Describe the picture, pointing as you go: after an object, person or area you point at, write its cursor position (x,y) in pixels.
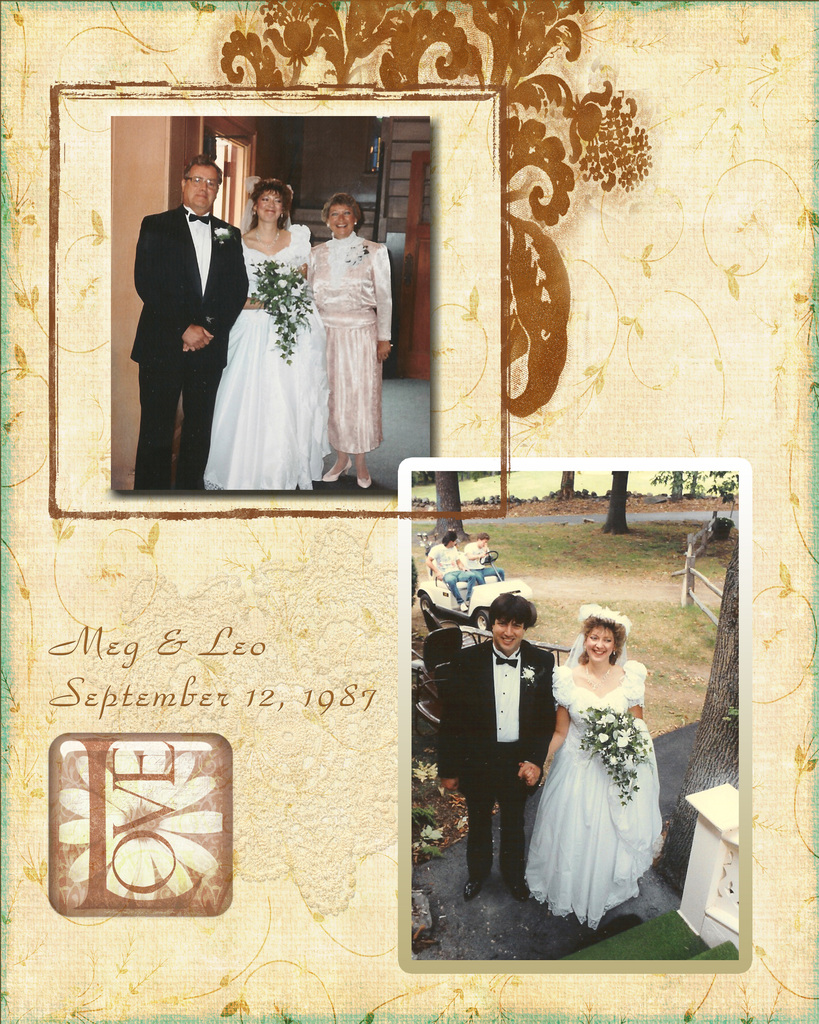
In this picture we can see two collage photography poster (508,614) of the bride (574,760) and groom (499,724) standing in the front (612,735) and giving a pose to the camera.
